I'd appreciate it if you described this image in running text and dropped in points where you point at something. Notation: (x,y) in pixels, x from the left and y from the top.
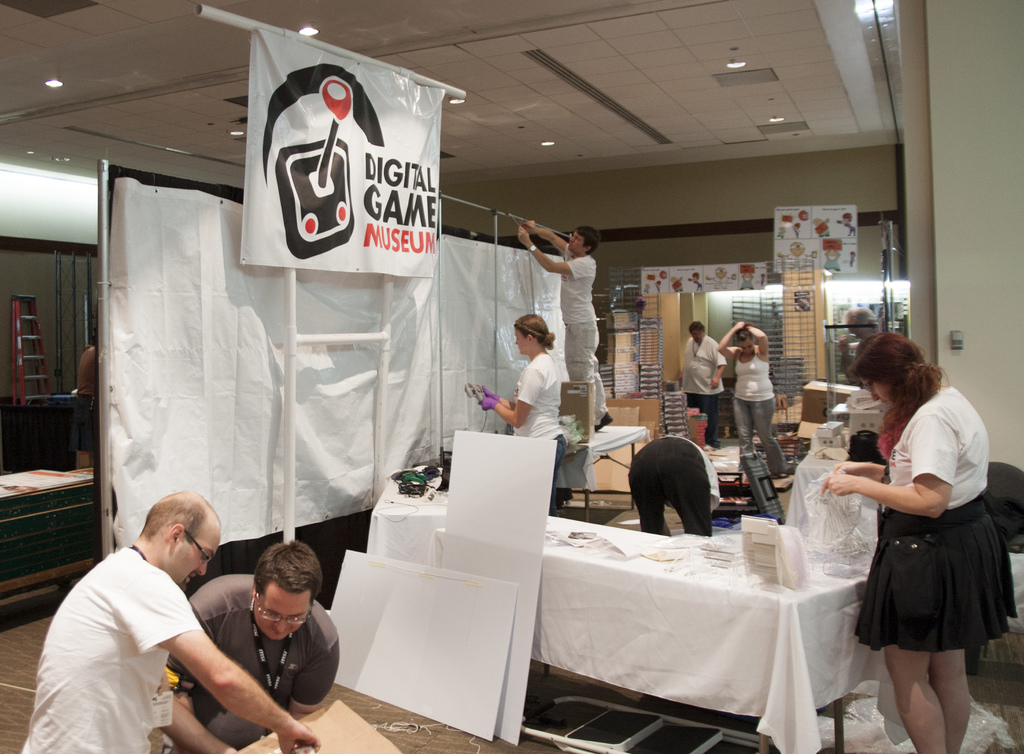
The image is clicked inside a room (999,354). In the foreground of the picture (456,522) we can see people (263,656), tables (584,531), covers (579,535), and various objects (511,514). In the middle of the picture (506,326) there are people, banner (354,222), pole (104,258), curtain (359,396) and other objects (640,425). In the background (696,345) there are people (711,345) and other objects (783,255). At the top (632,108) we can see lights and ceiling (334,39). On the left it is looking like a window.
